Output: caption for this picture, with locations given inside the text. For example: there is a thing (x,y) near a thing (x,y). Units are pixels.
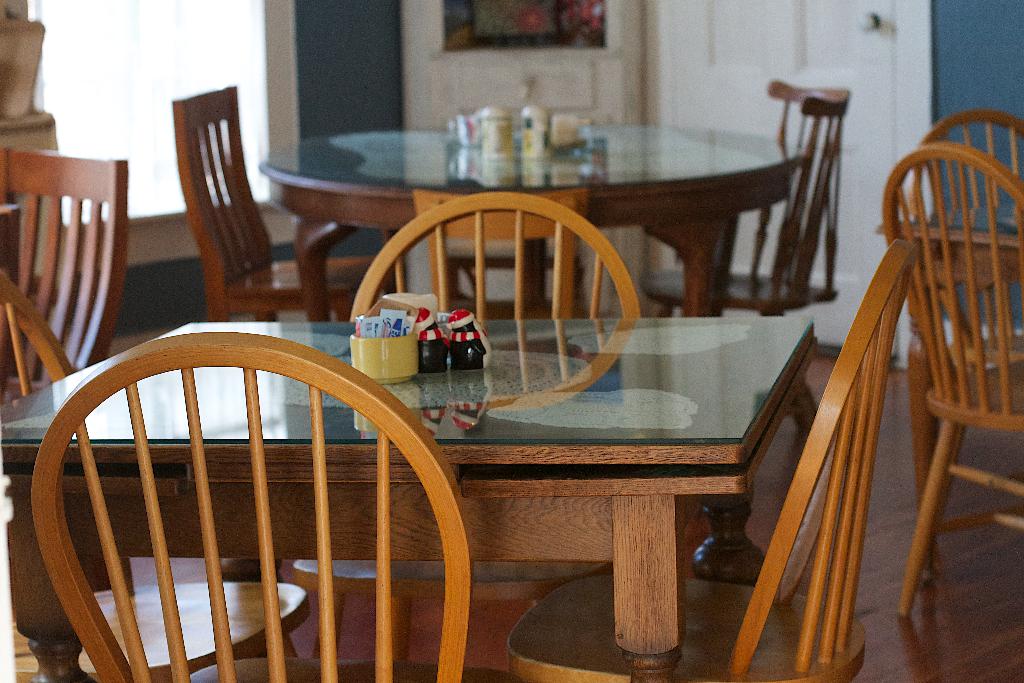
In this picture I can see chairs (629,313), tables (566,185) and I can see few items (572,136) on the tables (487,173) and a photo frame (540,18) on the wall (533,74) and a door (854,52) in the back (619,93).
